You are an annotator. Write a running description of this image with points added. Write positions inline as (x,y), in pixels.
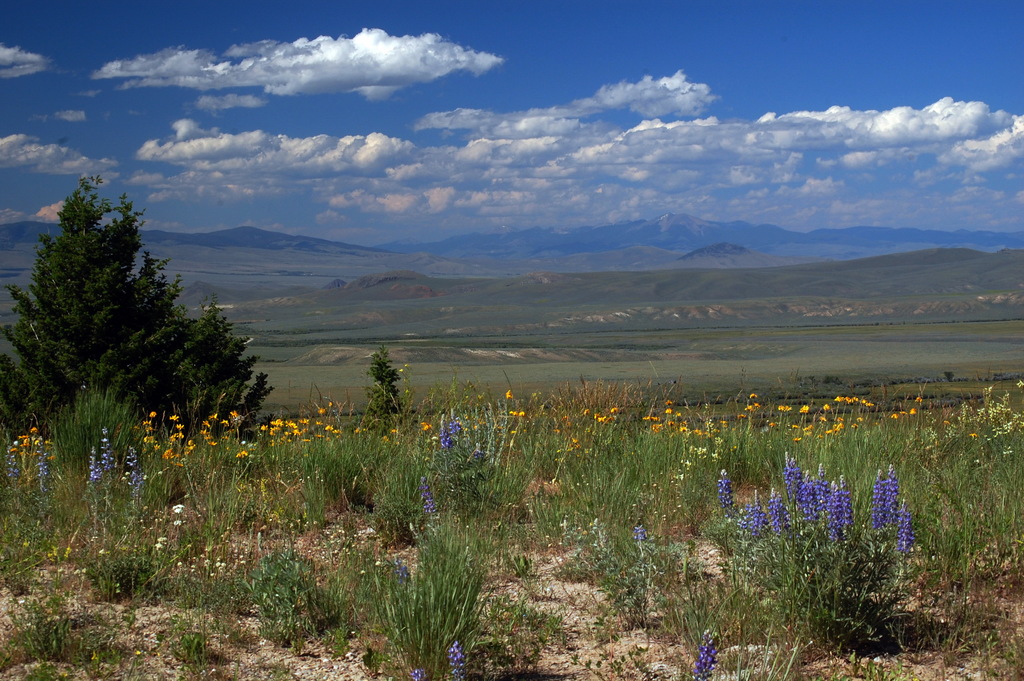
In this image there are few plants (425,563) having flowers (783,513) and trees (158,334) are on the land (597,598). Behind there is grassland (572,337) and few hills (579,259). Top of image (321,222) there is sky (461,194) with some clouds (486,195).
